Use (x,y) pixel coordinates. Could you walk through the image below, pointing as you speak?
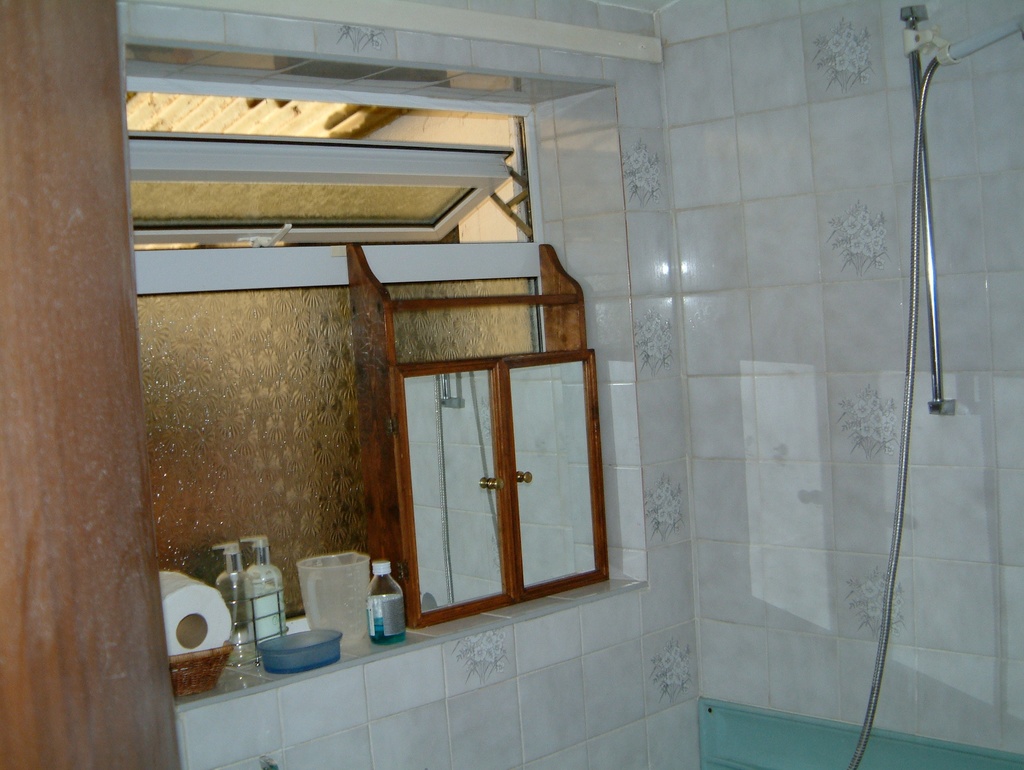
This picture shows the inner view of a room (745,719), some objects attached to the wall (622,322), one small cupboard (466,416), some bottles (375,574) in the shelf (335,667), one glass window (289,607), one bowl (333,637), one mug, one paper roll (213,628) on the basket (175,664) and some objects (298,634) on the surface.
